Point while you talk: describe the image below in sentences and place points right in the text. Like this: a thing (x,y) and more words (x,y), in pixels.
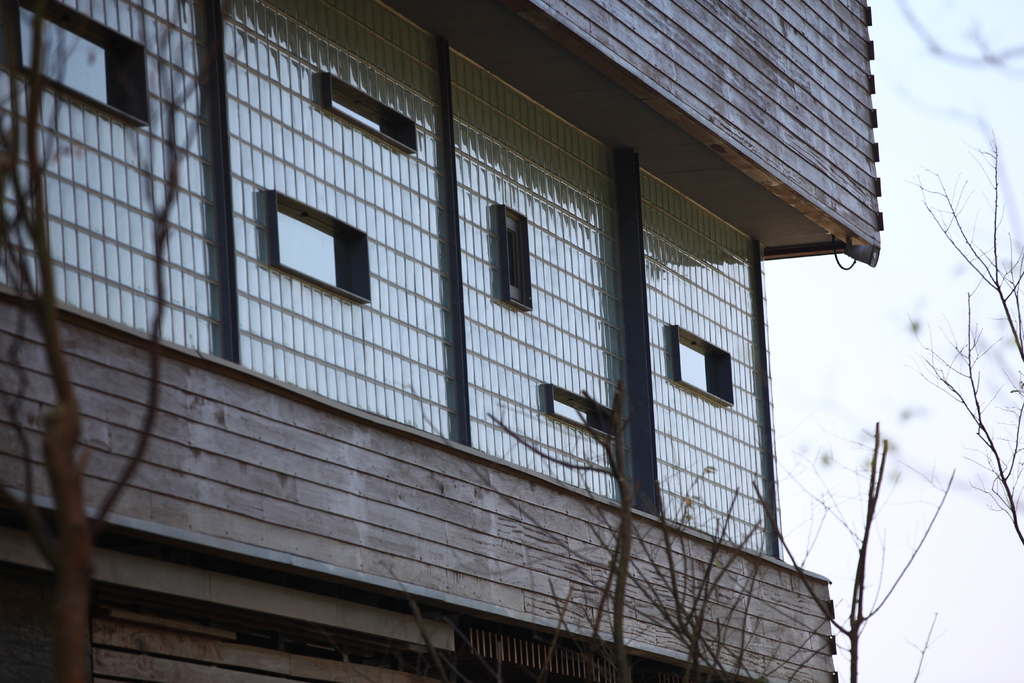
In this image, this looks like a building (611,167). I think these are the windows (275,81), which looks like a fencing sheet (415,320). I can see the branches (1011,323). This is the sky (832,314).
